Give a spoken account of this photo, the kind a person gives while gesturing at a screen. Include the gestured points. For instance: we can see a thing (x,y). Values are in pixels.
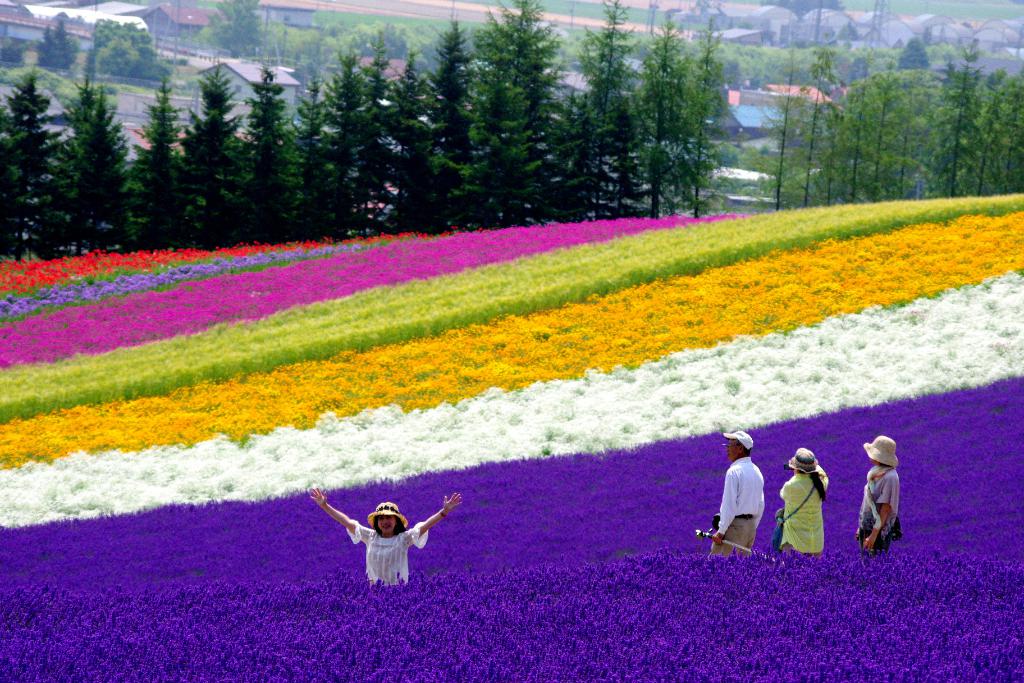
In this image we can see some people (791,537) standing. In the foreground (588,476) we can see group of flowers (299,415) on plants (590,486). In the background (462,193), we can see some buildings (892,41), groups of trees (590,107) and some poles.
